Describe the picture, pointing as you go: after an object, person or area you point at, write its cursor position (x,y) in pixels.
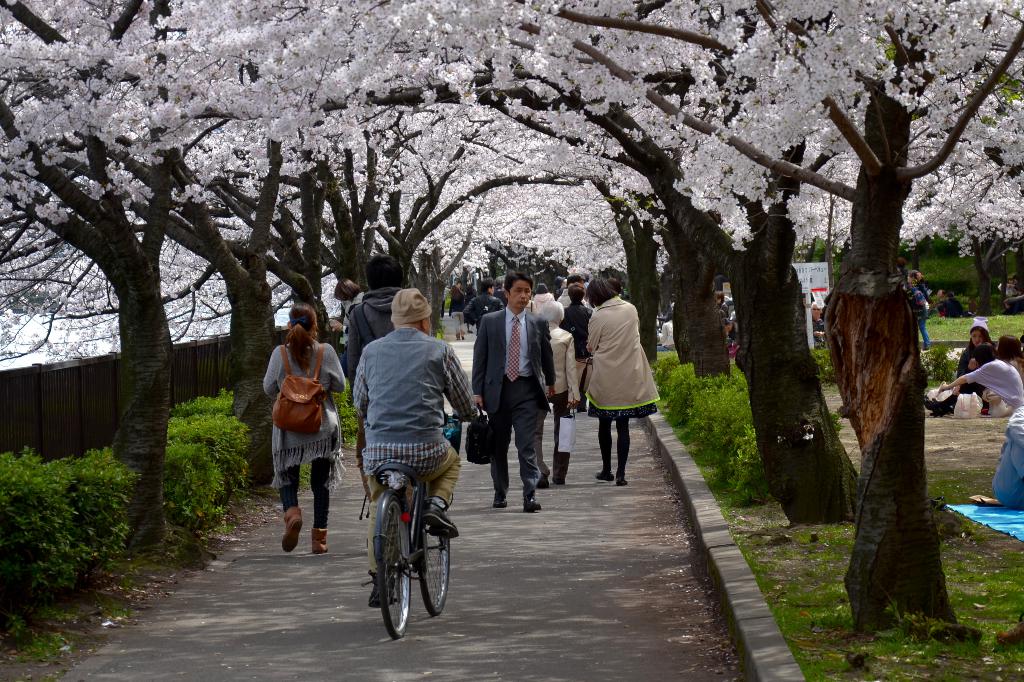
In the picture we can see some people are walking on the path (603,560) holding a bag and a suitcase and a man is riding a bicycle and wearing a cap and beside the path (560,552) we can see some grass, plants (32,521) and trees (886,152) with white flowers (27,145) and beside the trees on the grass surface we can see some people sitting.
